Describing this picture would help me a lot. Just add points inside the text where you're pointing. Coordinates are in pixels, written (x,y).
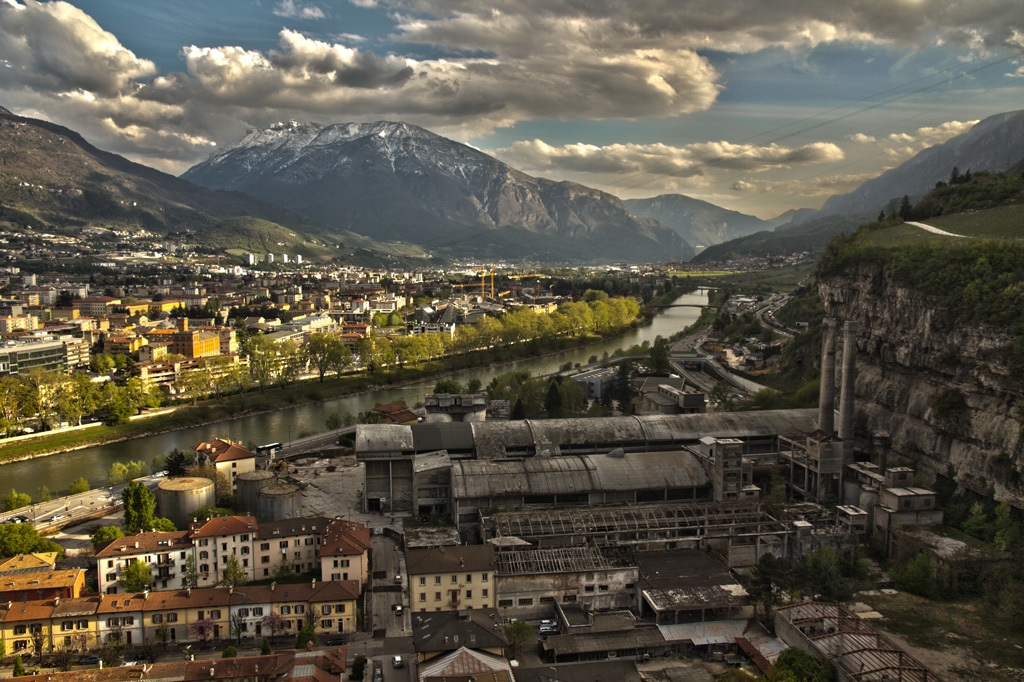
In this image there is the sky (501,71) towards the top of the image (635,72), there are clouds (544,73) in the sky (701,109), there are mountains (519,190), there is water (266,422), there are buildings (355,321), there are trees (545,314), there is grass (960,225) towards the right of the image (981,225).
